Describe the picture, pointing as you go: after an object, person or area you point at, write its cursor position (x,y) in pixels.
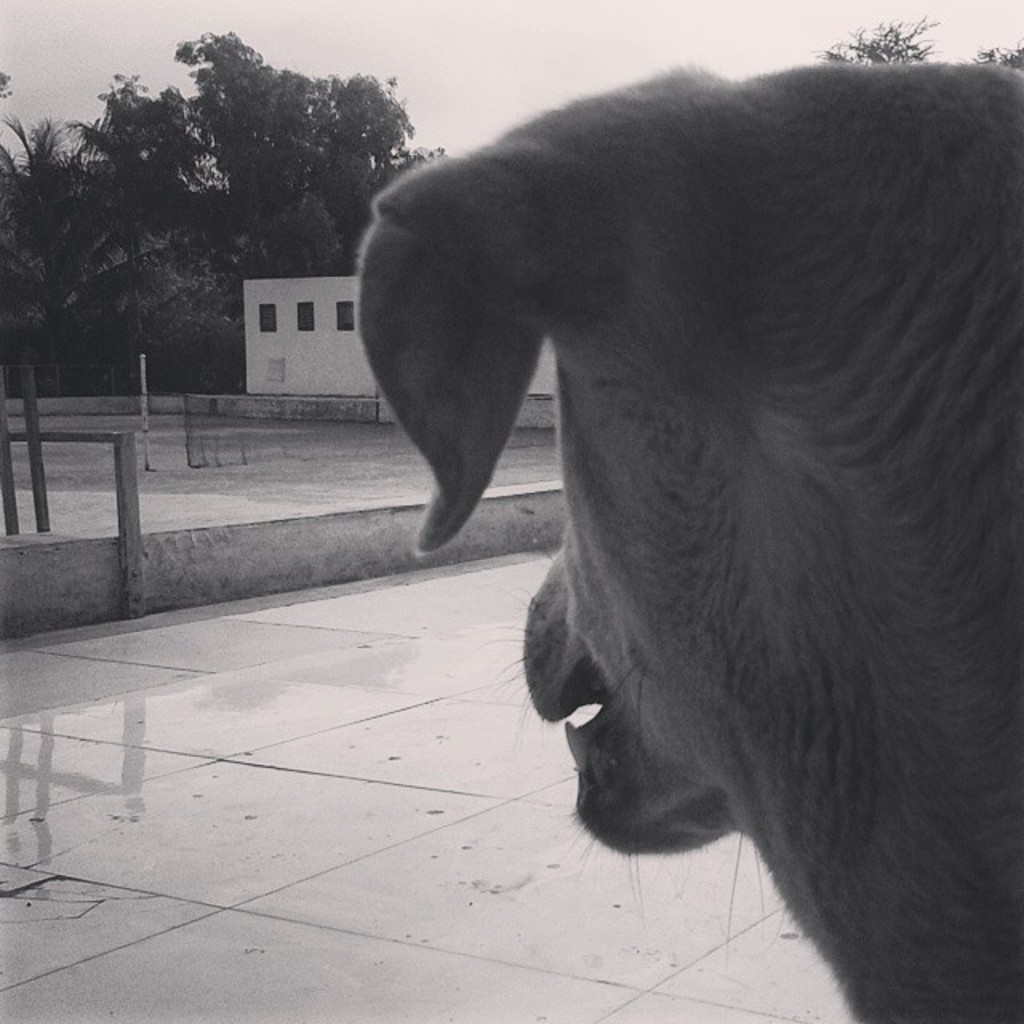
In this image I can see an animal (550,611) on the road (401,945). In-front of the animal (620,440) I can see the house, many trees (206,251) and I can this is a black and white image.
